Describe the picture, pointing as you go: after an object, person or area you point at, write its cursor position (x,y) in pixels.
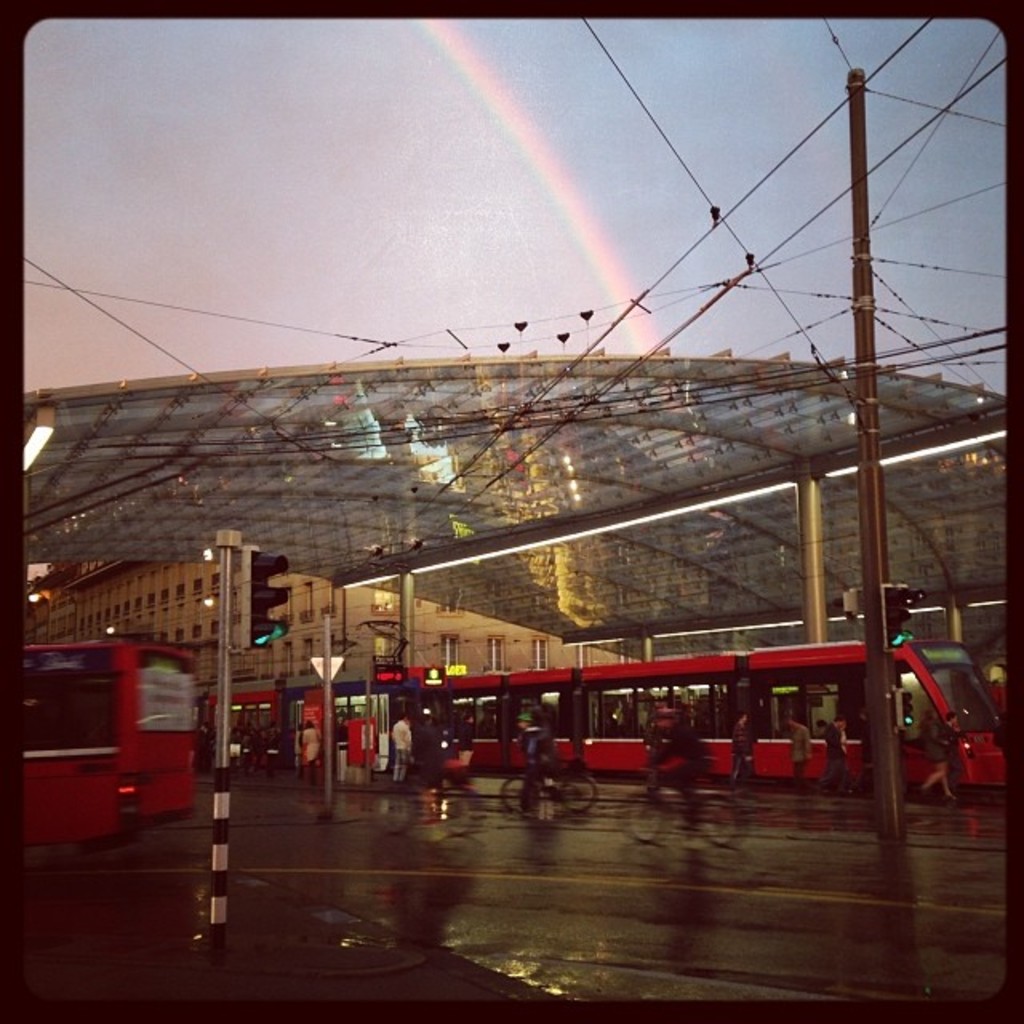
In this image, we can see some vehicles (640,749). There are a few people (533,732). We can see the ground (934,851). We can see some poles (872,507). There are a few wires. We can see the ground (247,937). We can see the shed (601,547) and some lights (423,569). There are a few buildings (346,624). We can see the sky (371,245) with rainbow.
